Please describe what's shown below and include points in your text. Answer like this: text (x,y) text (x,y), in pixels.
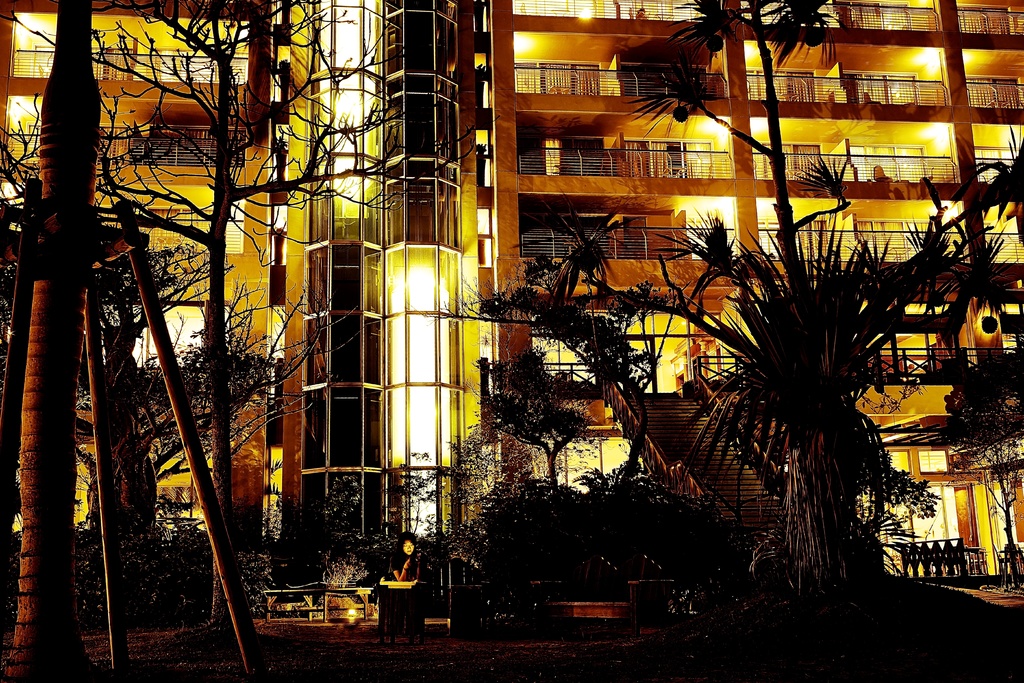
There are many trees (154,414). Also there are poles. And there is a lady (405,570). There are benches (567,597). In the background (534,226) there is a building (524,219) with railings (594,163) and lights (700,123).
